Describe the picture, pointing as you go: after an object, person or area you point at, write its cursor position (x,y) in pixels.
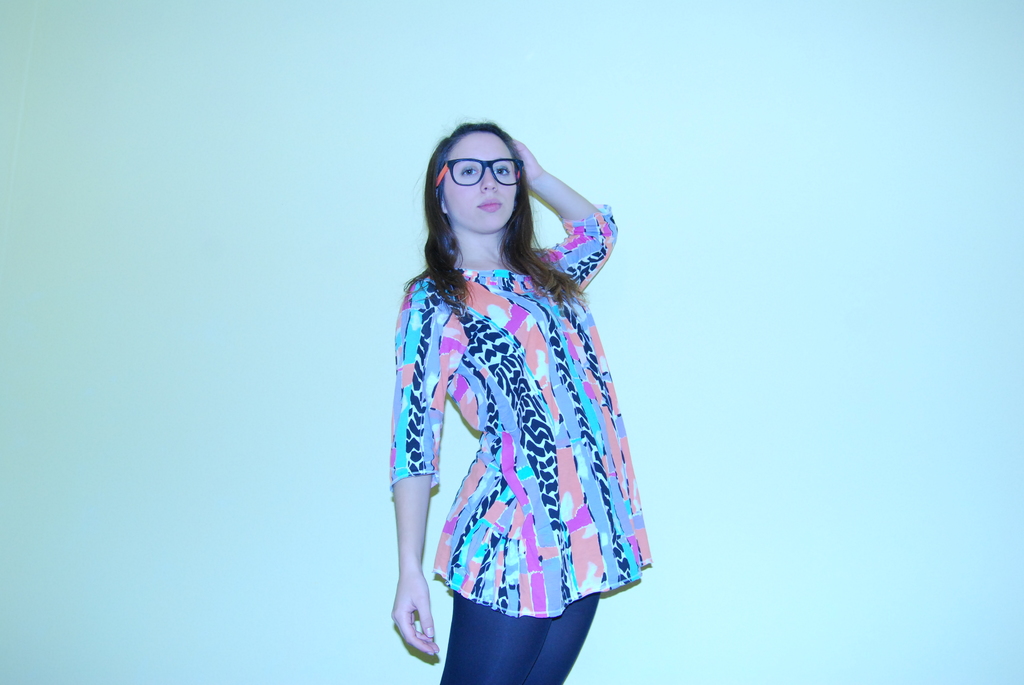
In this image in front there is a person (518,323). Behind her there is a wall (155,579).
